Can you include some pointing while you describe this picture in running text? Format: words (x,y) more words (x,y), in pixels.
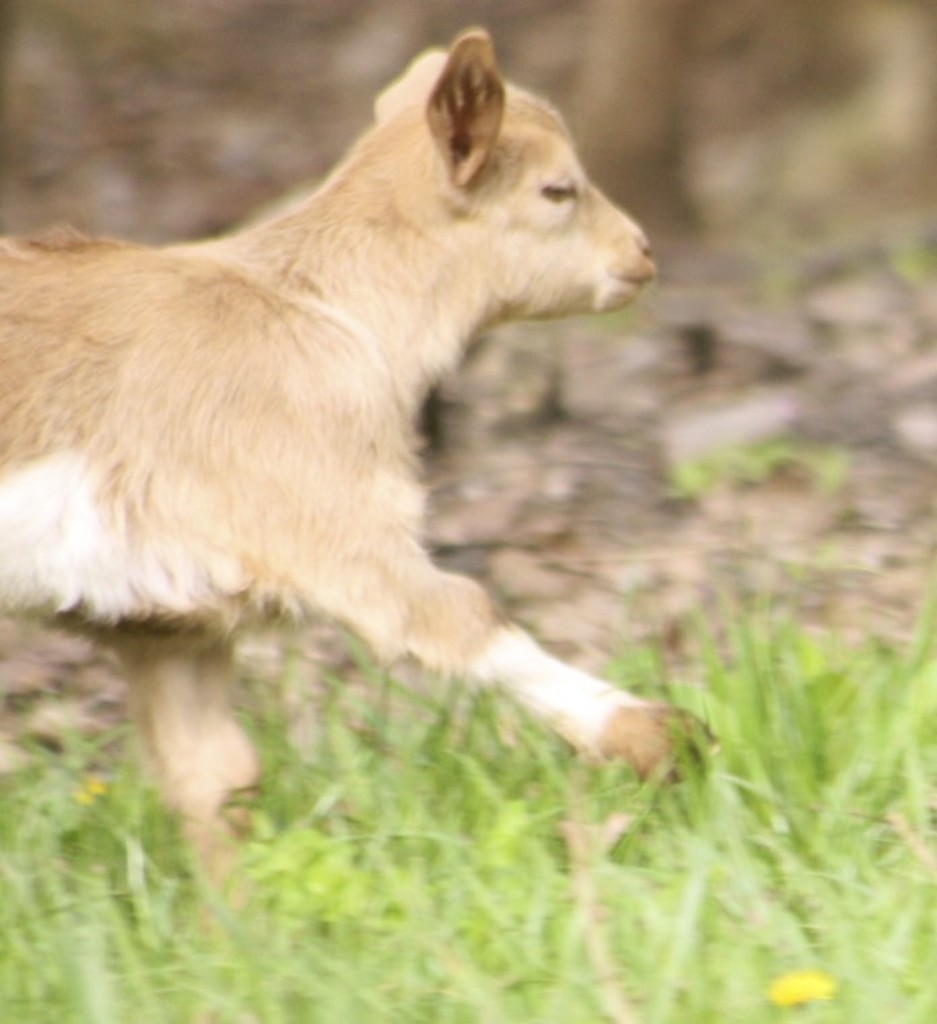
In the image I can see a animal (482,154) which is on the grass (51,943).
